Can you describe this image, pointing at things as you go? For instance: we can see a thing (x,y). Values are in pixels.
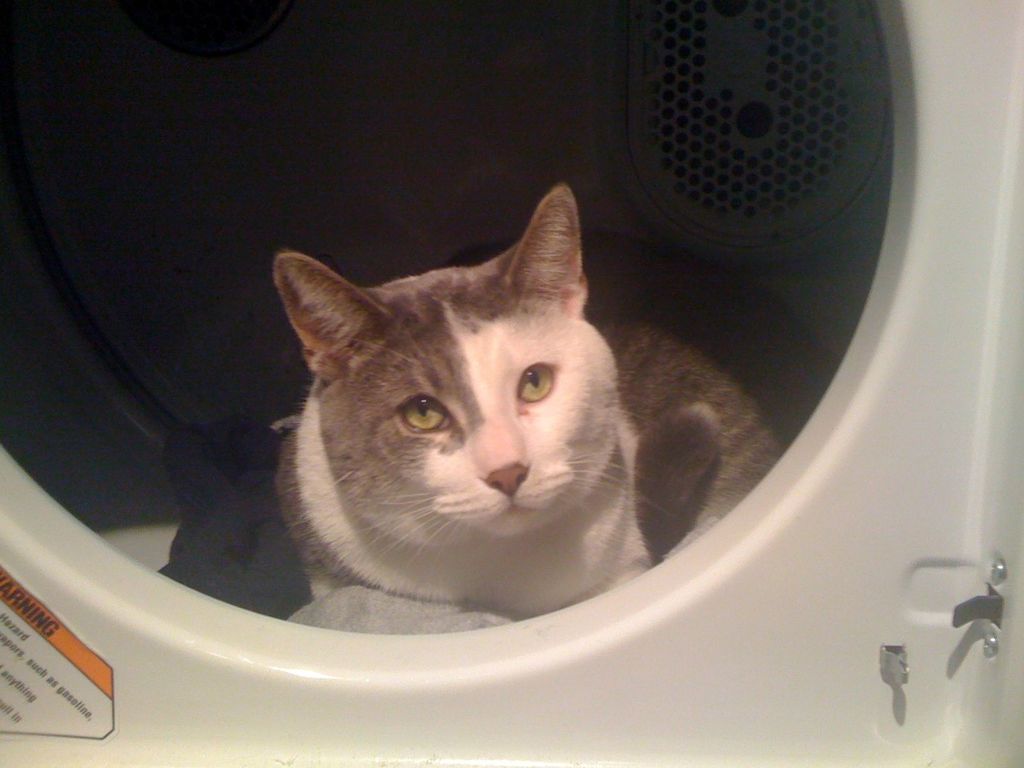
In the foreground of this image (360,530), there is a cat (376,541) and it seems like it is in the clothes dryer (534,692).
